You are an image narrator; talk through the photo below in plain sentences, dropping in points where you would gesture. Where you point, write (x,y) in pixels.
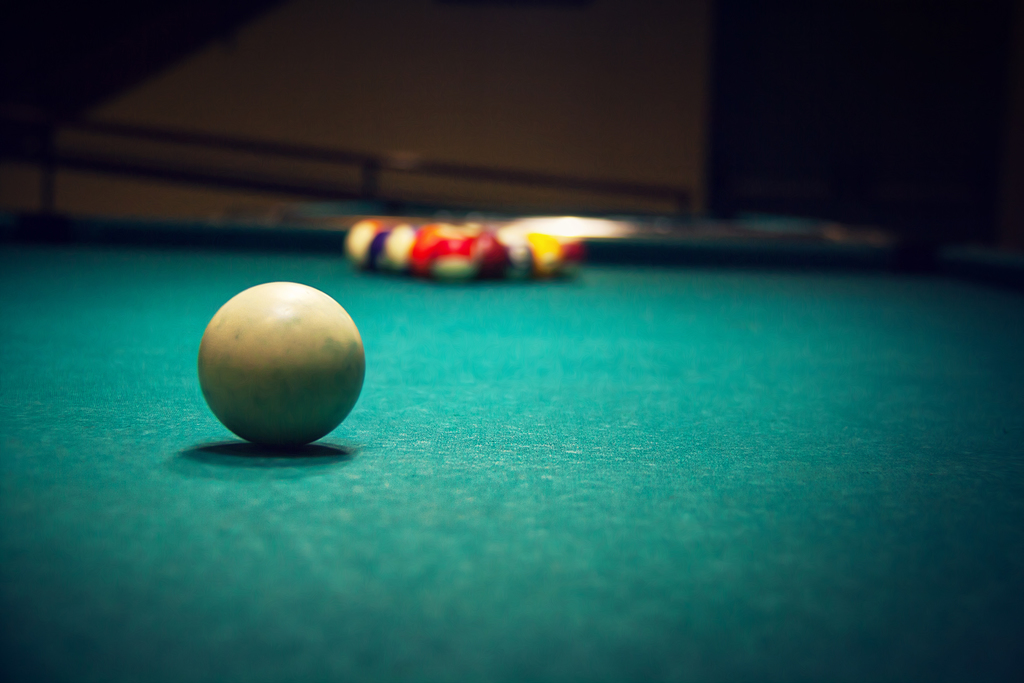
In the center of the image (592,259) there is a billiard table (426,647). On which there are billiard balls (351,251).
